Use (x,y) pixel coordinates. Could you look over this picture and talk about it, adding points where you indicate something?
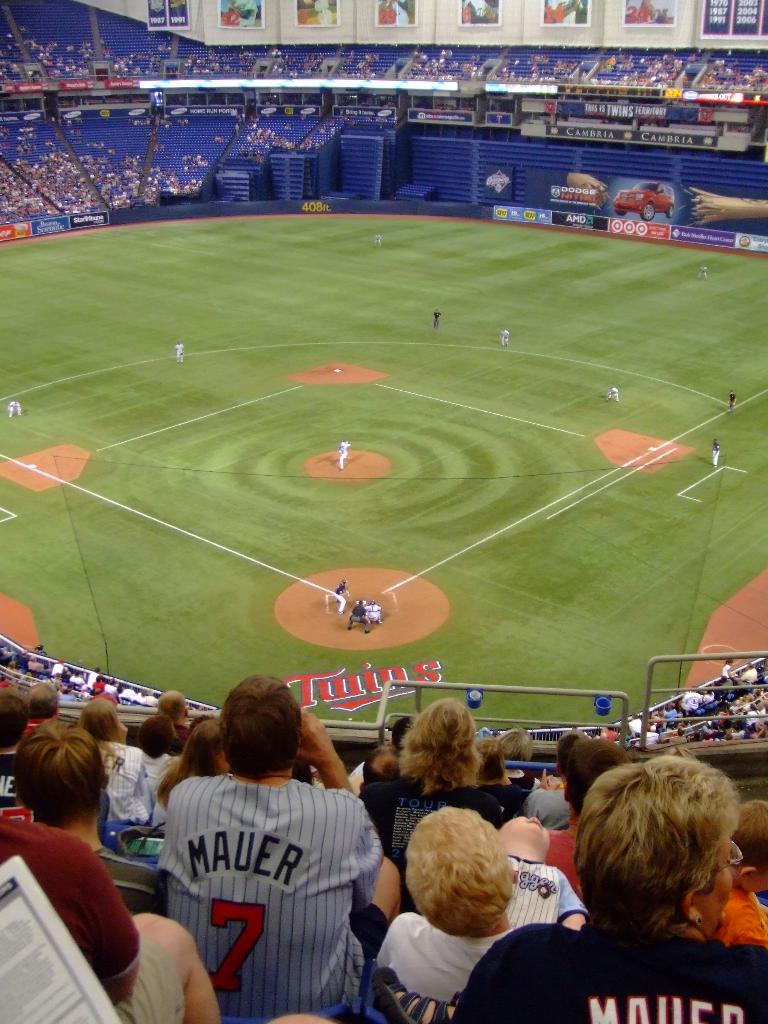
This image consists of a stadium (370,210). In which few persons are playing baseball. And we can see a huge crowd (756,83) in the stadium (756,174). At the top (574,3), we can see the frames (554,1) hanged on the wall (754,44). At the bottom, there are people (39,795).
